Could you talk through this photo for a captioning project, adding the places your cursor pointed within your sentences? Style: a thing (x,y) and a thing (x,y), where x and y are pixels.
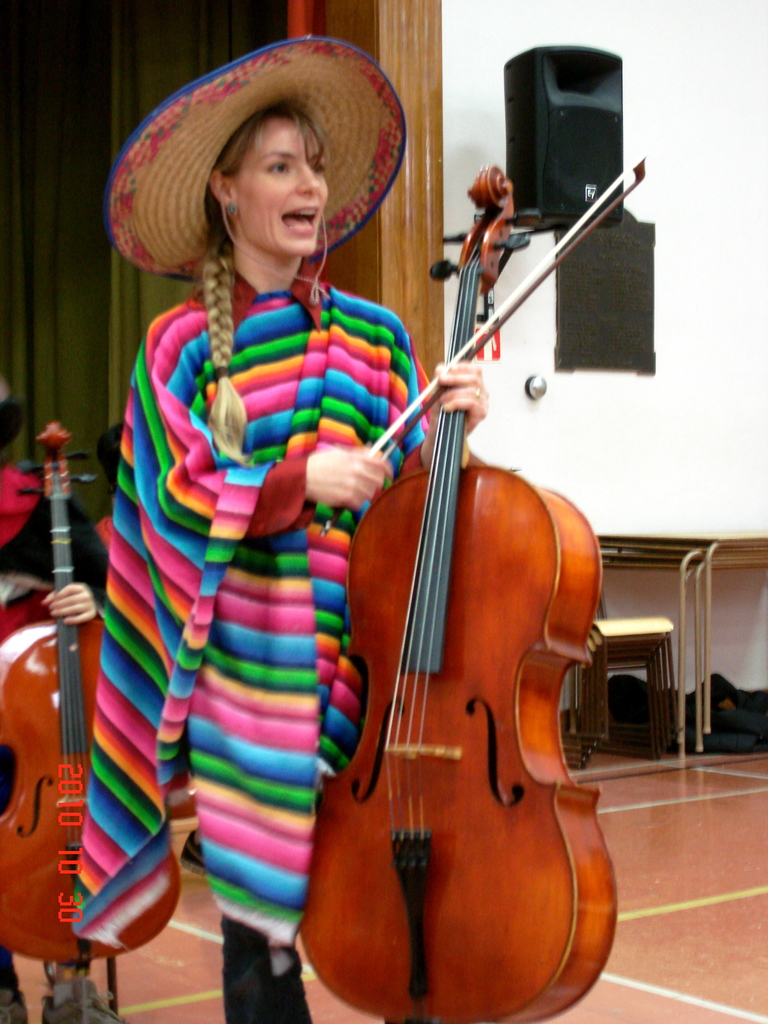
In this picture we can see a woman (283,292) wearing colorful dress (312,575) and holding big wooden violin (437,645) in her hand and wearing cowboy cap (345,145). Behind we can see a white wall (680,337), speaker (522,176) and wooden panel door (416,66). Behind the girl (144,598) we can see man (24,594) sitting and playing violin (23,818).
